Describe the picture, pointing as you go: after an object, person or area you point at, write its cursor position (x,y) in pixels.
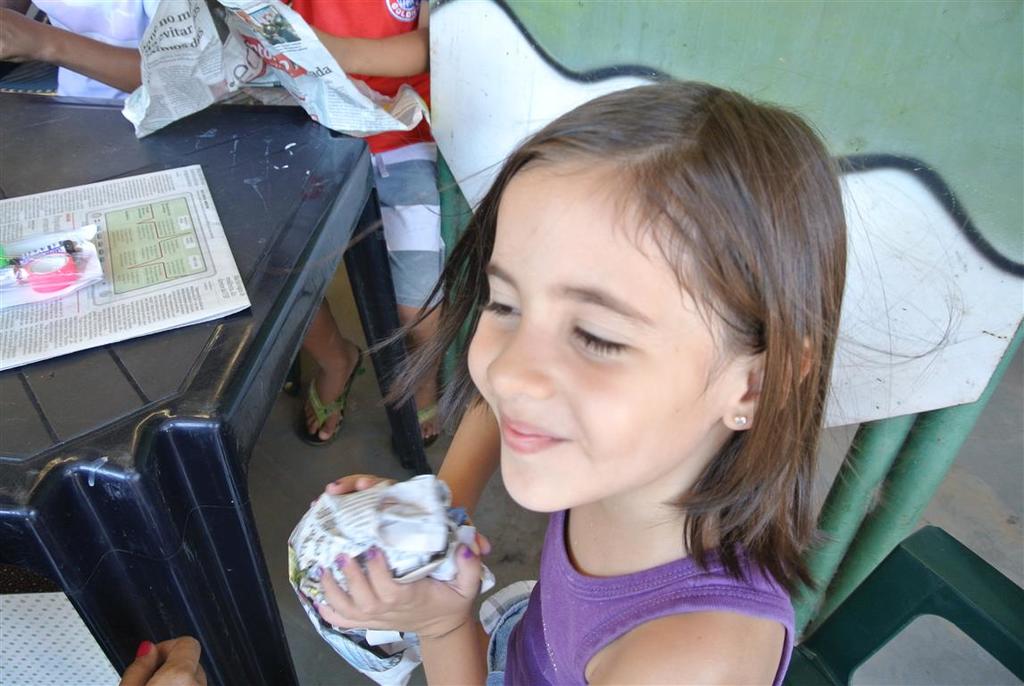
In this image in the front (560,477) there is a girl (624,502) smiling and holding bunch of papers (400,551) in her hand (477,536). On the left side (145,408) there is a table (148,399) which is black in colour. On the table (139,406) there is a newspaper (122,274) and in the background (722,33) there are persons (336,33) and there is an object (941,38) which is white and green in colour.
